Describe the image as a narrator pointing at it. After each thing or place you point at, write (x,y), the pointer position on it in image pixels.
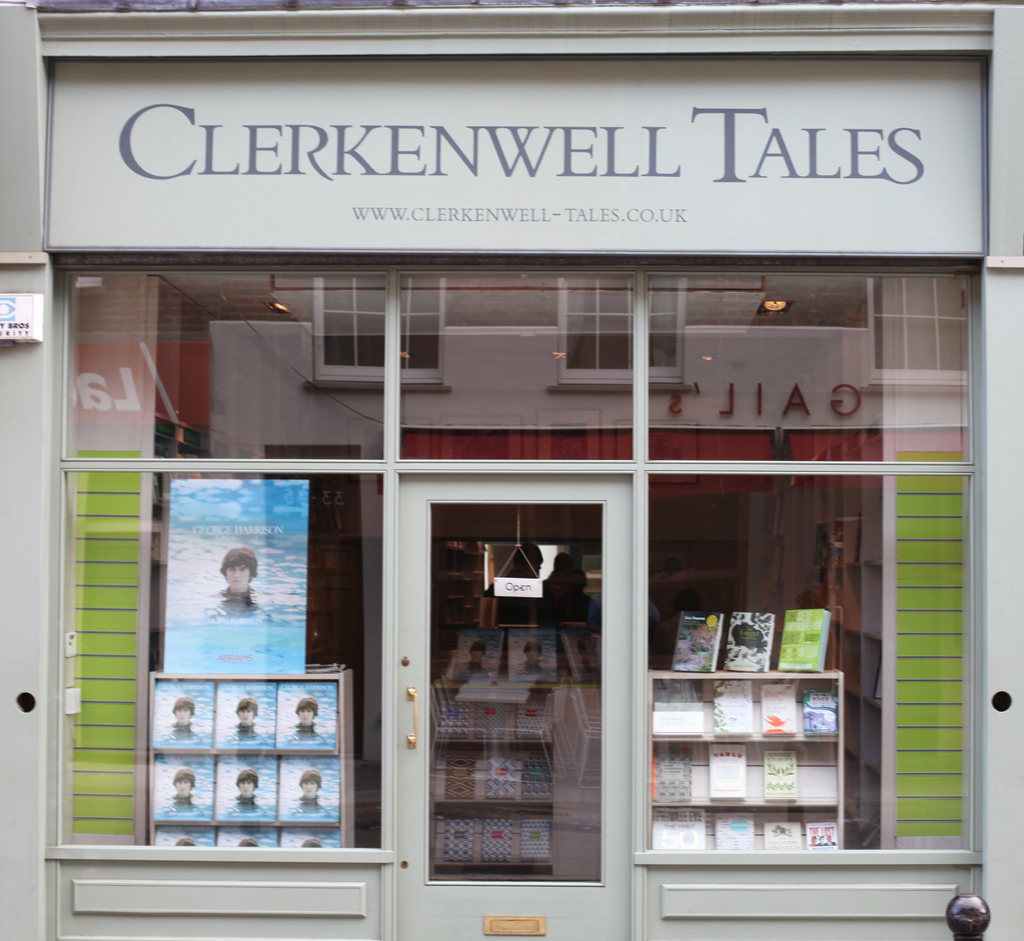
In this picture we can see a store (484,505), there is a board (697,185) at the top of the picture (448,140), we can see some text (248,146) on this board (459,115), we can see glasses (891,542) and a door (486,697) in the middle (445,413), from the glasses (472,743) we can see books (717,687), there is a paper (499,592) pasted on this glass (481,583), we can see reflection (572,385) of a building (545,343) on this glass (472,346).
